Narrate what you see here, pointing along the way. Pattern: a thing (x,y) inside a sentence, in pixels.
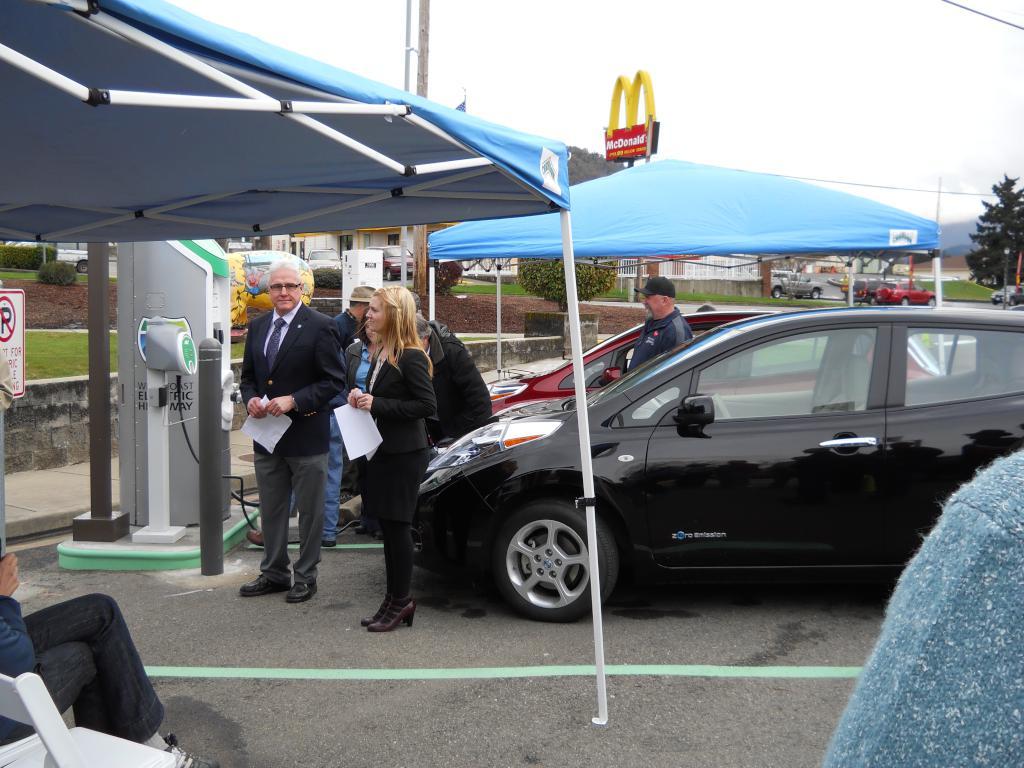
In this image we can see few people (420,346) standing. Some are wearing caps (653,297) and few are holding papers (358,432). And there are tents (321,186). Also there are vehicles (747,353). On the left side (4,335) there is a sign board (10,324). And one person (48,668) is sitting. Also there is a chair (79,745). In the back (726,138) there are many vehicles (816,291), trees (526,277) and sky (767,117). Also there is a charging station (174,335). Near to that there are poles (207,410). And there is a logo (638,151).
